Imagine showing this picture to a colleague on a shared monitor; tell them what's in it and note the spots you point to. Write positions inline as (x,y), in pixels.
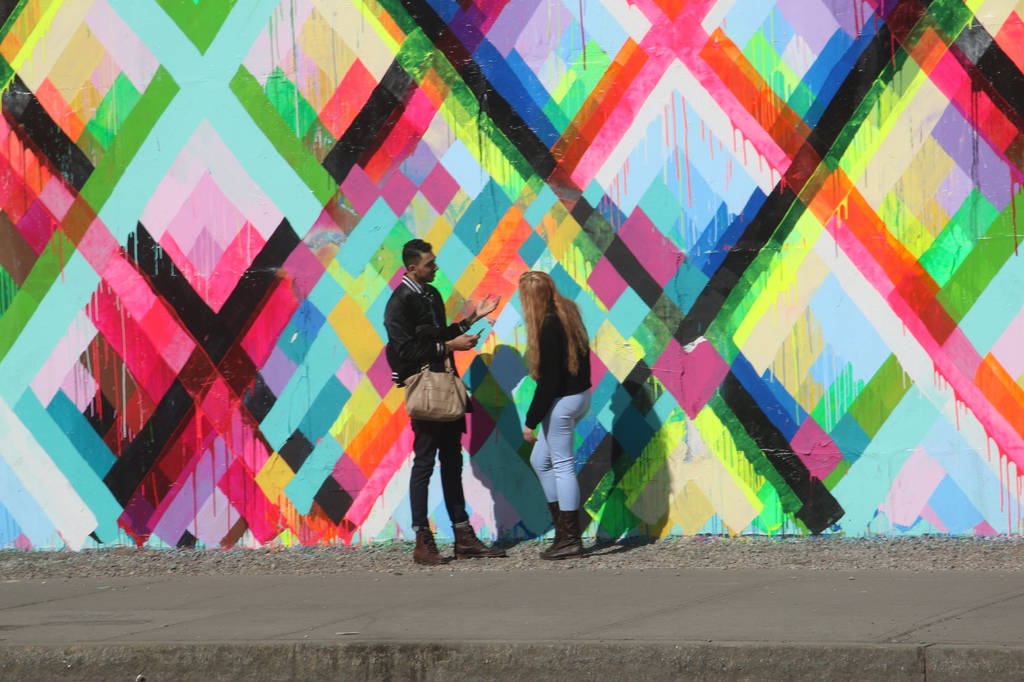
In this image, we can see two persons (566,402) standing in front of the colorful wall (939,259). There is a bag (449,407) in the middle of the image (449,407).
